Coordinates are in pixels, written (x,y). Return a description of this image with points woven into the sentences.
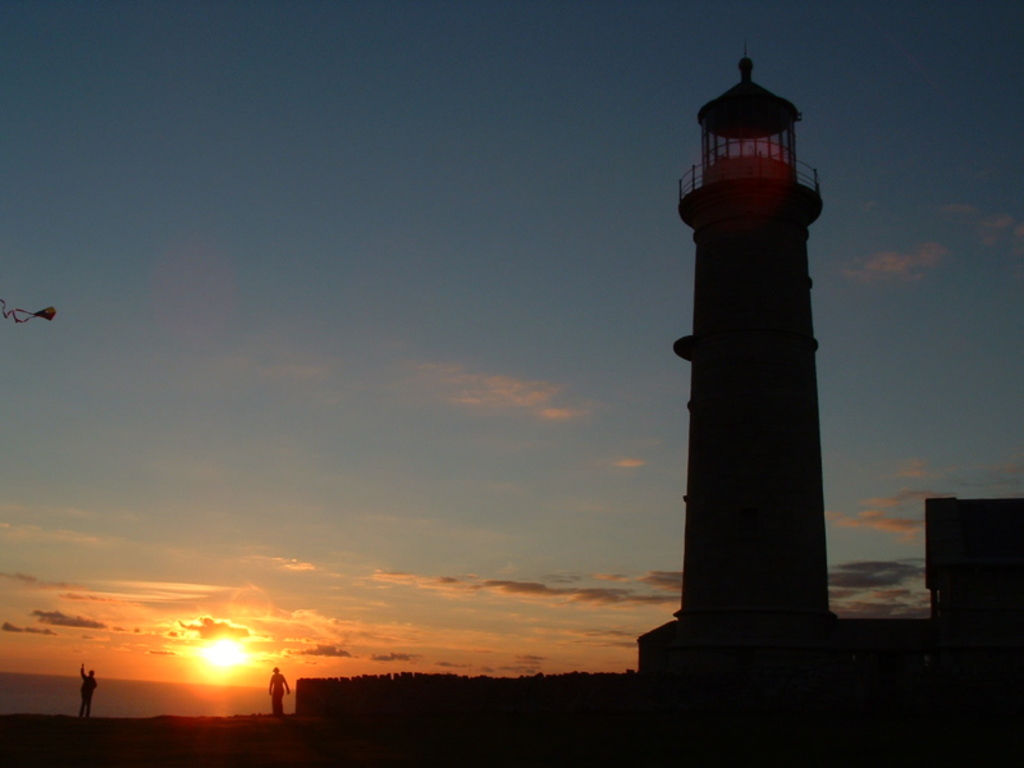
In this picture there is a lighthouse (791,125) and there is a building (1000,616). On the left side of the image (321,697) there are two people (82,712) standing and there might be railing (418,695). At the top (285,179) there is sky (317,295) and there are clouds (259,626) and there is sun (235,663) and kite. At the bottom (202,705) there is water (202,705).
